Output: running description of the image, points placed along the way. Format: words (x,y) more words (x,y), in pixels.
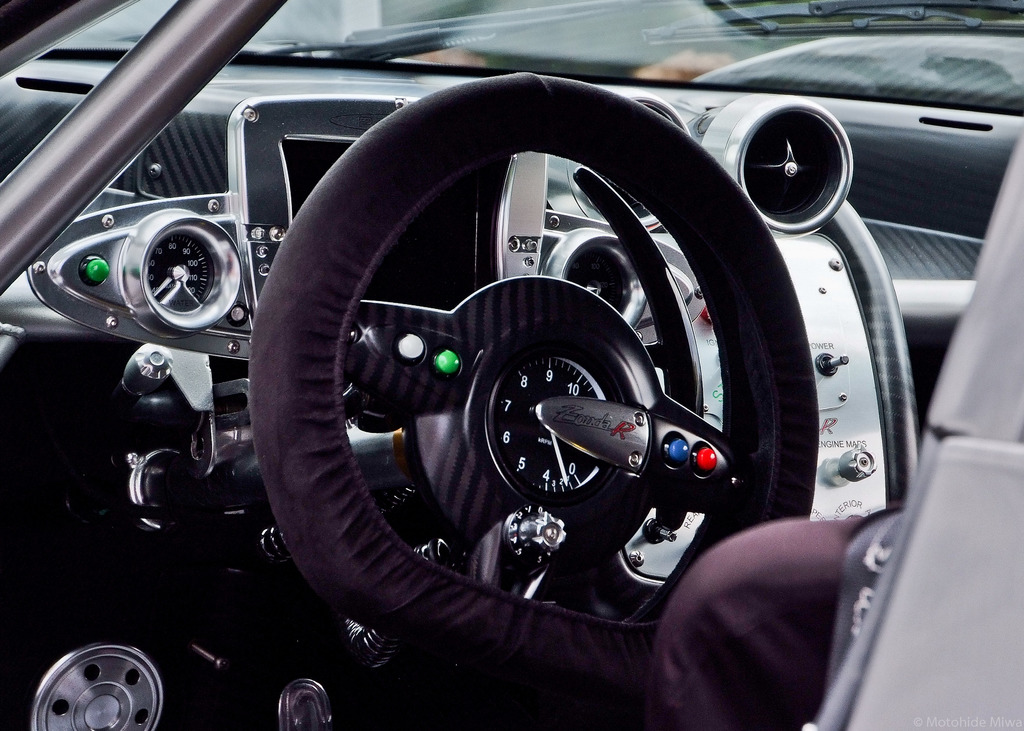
In this image we can see a car's steering (493,101), speedometer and windshield (620,75).
